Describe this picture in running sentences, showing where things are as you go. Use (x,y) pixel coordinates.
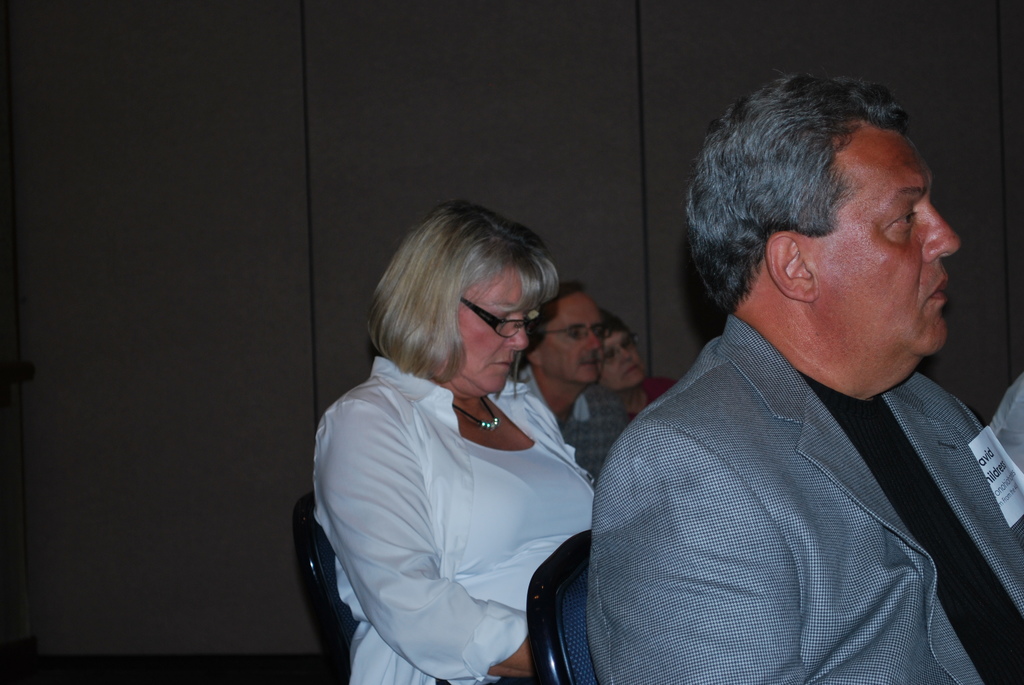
In this image a woman (479,281) and a man (606,571) sitting in chair (336,617) and at the back ground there are group of people (634,370) sitting and there is dark back ground (200,205).
